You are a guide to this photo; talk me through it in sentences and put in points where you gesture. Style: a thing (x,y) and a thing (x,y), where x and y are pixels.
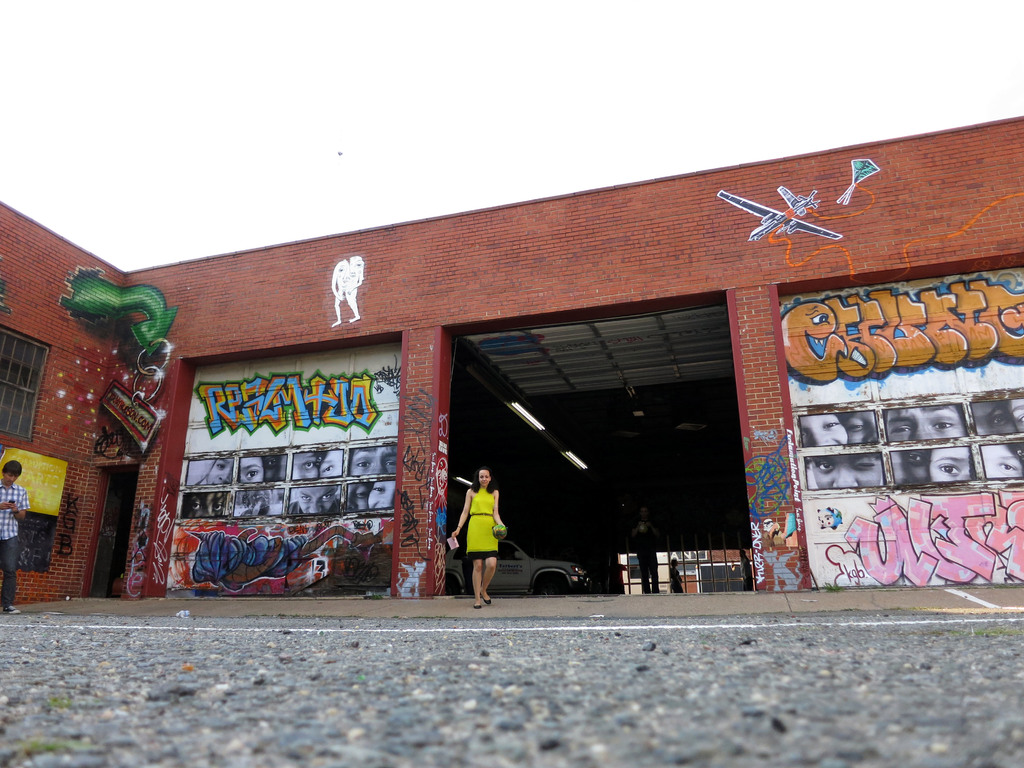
In the middle of the picture (466,502), we see the woman (477,525) in the yellow dress (492,541) is walking and she is holding something in her hands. Behind her, we see a graffiti wall (309,529) and beside that, we see a white car (528,573) is parked. Beside that, we see people (644,569) are standing. In the background (707,584), we see windows (680,557) from which we can see the buildings (680,557). The man (17,485) on the left side (17,516) is holding a mobile phone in his hand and he is standing. In this picture, we see a building (272,363) which is made up of bricks (598,279). At the top (486,150), we see the sky (553,162).
